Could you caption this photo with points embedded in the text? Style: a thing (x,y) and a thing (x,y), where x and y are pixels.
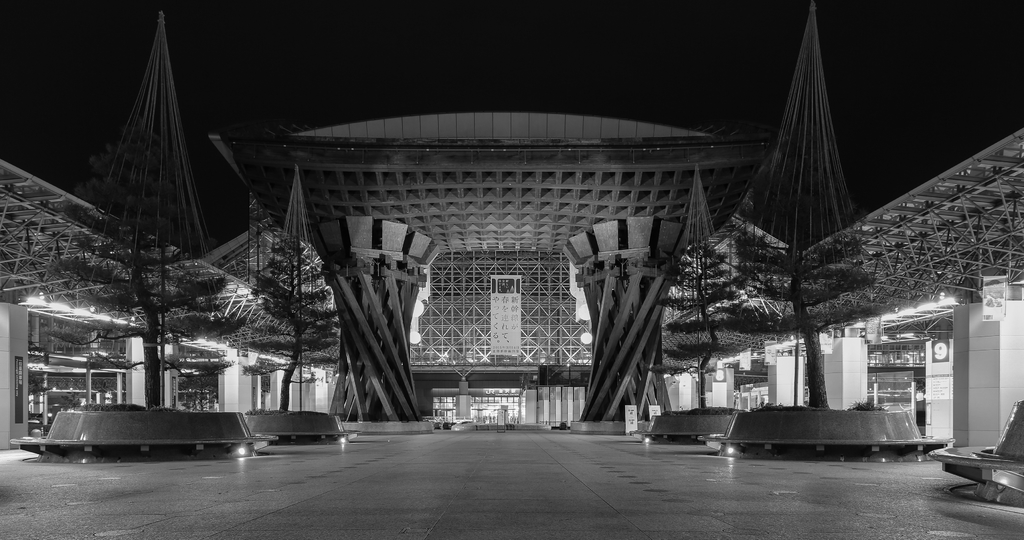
Here in this picture we can see an architectural design (383,239) present in the middle (400,285) and we can also see buildings (47,271) with number of glass doors (891,348) present and we can also see trees (187,329) present and we can also see lights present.
